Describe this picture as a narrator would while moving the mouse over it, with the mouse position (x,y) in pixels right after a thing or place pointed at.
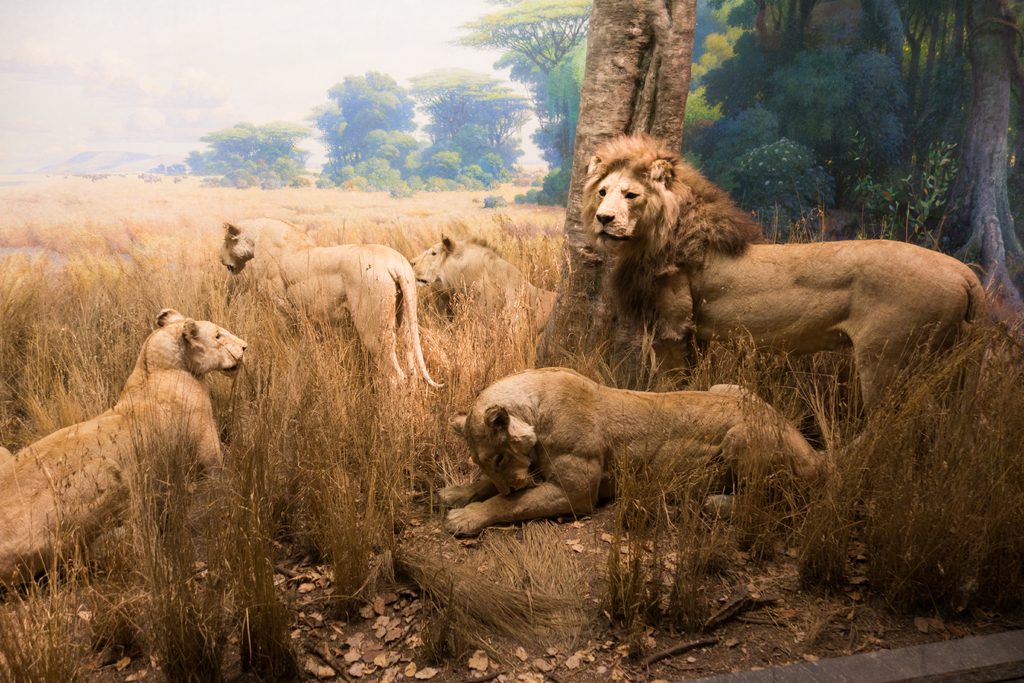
In this image there are lion sculptures (220,355), grass (452,603), trees (605,141) and the sky (430,60).
